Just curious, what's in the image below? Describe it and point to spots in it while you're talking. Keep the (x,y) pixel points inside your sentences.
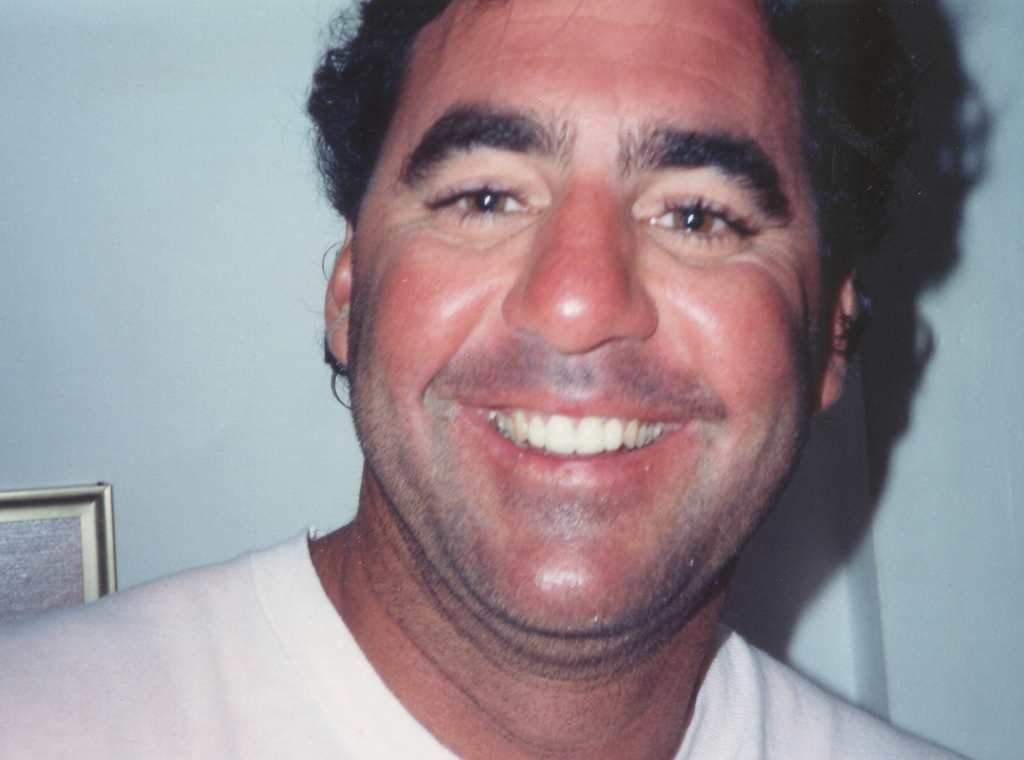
In this image we can see a person (556,397) with smiling face (588,230). In the background (278,159), we can see the wall (89,468) with a photo frame (97,487).
